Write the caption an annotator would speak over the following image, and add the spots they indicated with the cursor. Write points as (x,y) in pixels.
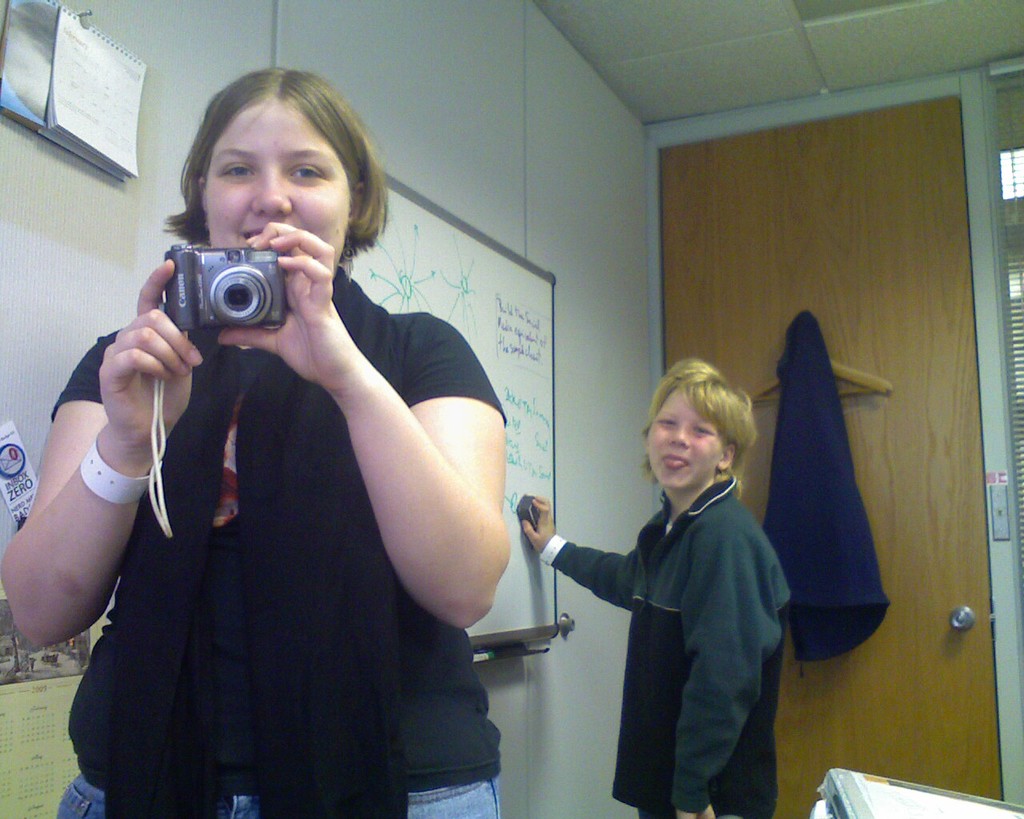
On the background (572,145) we can see a wall (529,180), whiteboard (538,288), door (846,273) and a jacket (850,447) over it. Here we can see one boy (687,748) rubbing the board (517,561). We can see one woman (91,490) holding a camera (202,296) in her hand (255,340). this is a calendar (113,120).
